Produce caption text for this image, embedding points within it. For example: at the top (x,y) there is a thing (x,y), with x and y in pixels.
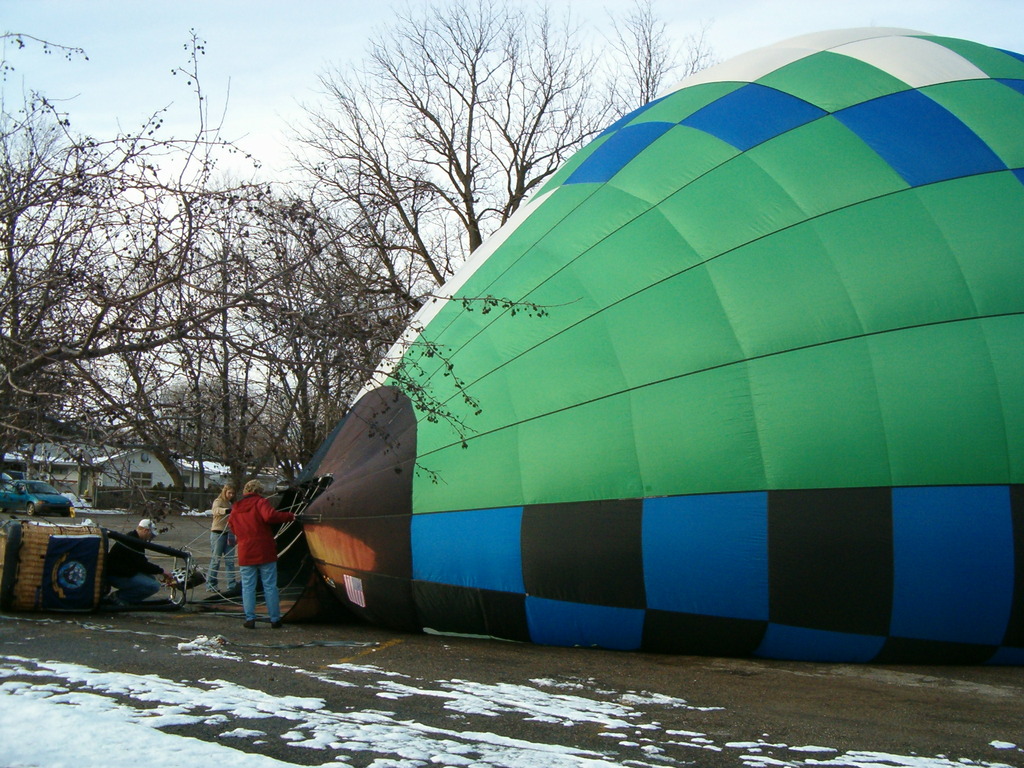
This image consists of a hot air balloon (568,506) and there are some persons (240,566) standing beside it. At the bottom (223,721), there is a road (403,661) on which there is a snow (48,753). In the background (188,232), there are trees (11,360).
